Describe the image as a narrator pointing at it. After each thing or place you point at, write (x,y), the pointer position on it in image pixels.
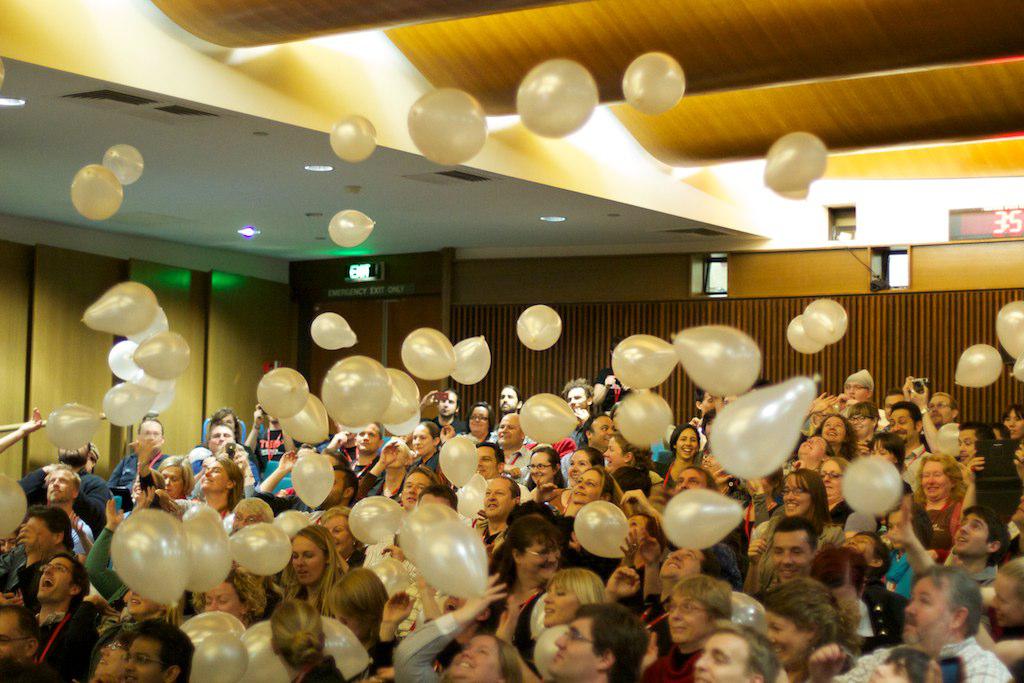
In this image we can see a few people (253,606), there are balloons (417,544), there are lights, ceiling (393,251), also we can see the wall (964,317), and board (351,272) with some text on it.
